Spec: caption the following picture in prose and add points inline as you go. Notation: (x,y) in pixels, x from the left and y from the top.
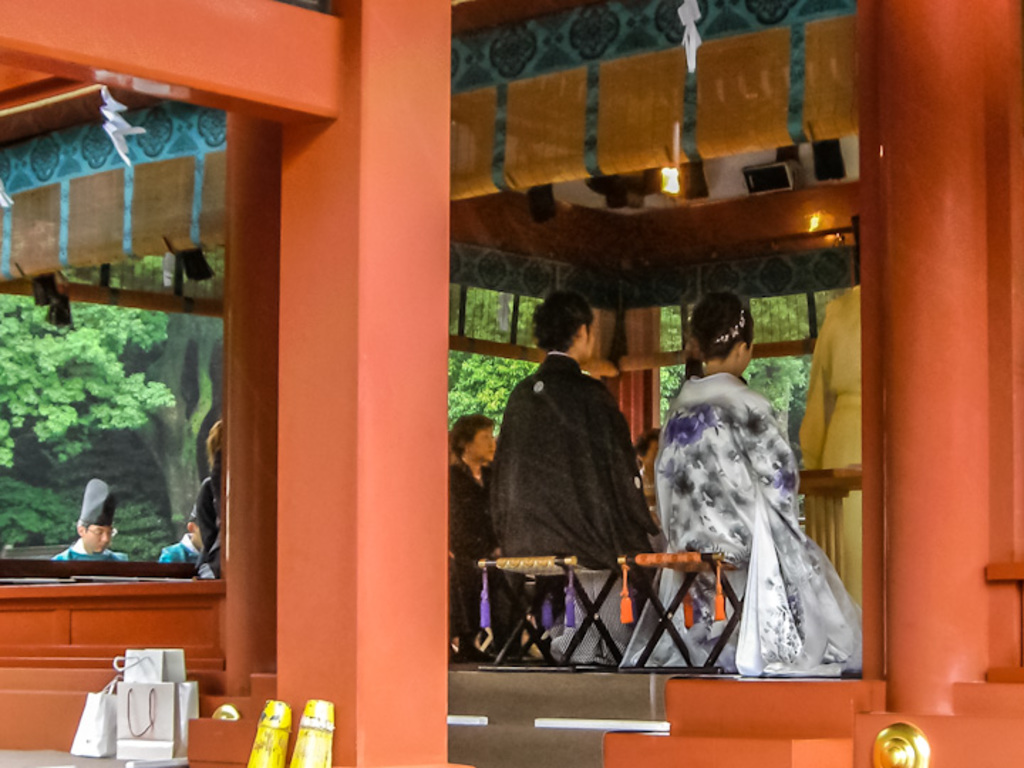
In this image we can see a few people (595,427) standing beside the stools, in front of them, we can see a table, there are some windows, pillars (284,399), carry bags (145,706), lights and some other objects (264,707), through the windows (65,429), we can see the persons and the trees (112,403).
